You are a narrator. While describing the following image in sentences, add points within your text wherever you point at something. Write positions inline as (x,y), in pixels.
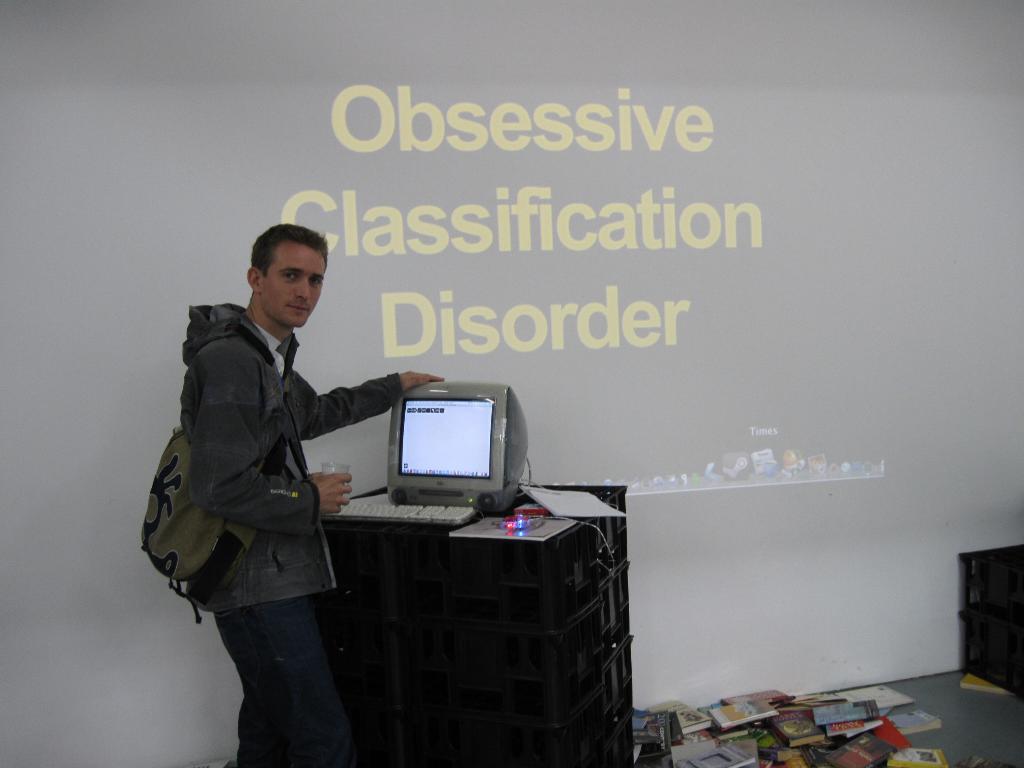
In this image there is a man (255,533) standing, wearing bag (215,526) and holding a glass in his hand (335,483), near a cabinet (448,538) on that there is a computer (415,449), beside the cabinet (574,653) there are books (763,728) on a floor (960,724), in the background (906,131) there is a screen (380,174) on that there is some text (490,144).
